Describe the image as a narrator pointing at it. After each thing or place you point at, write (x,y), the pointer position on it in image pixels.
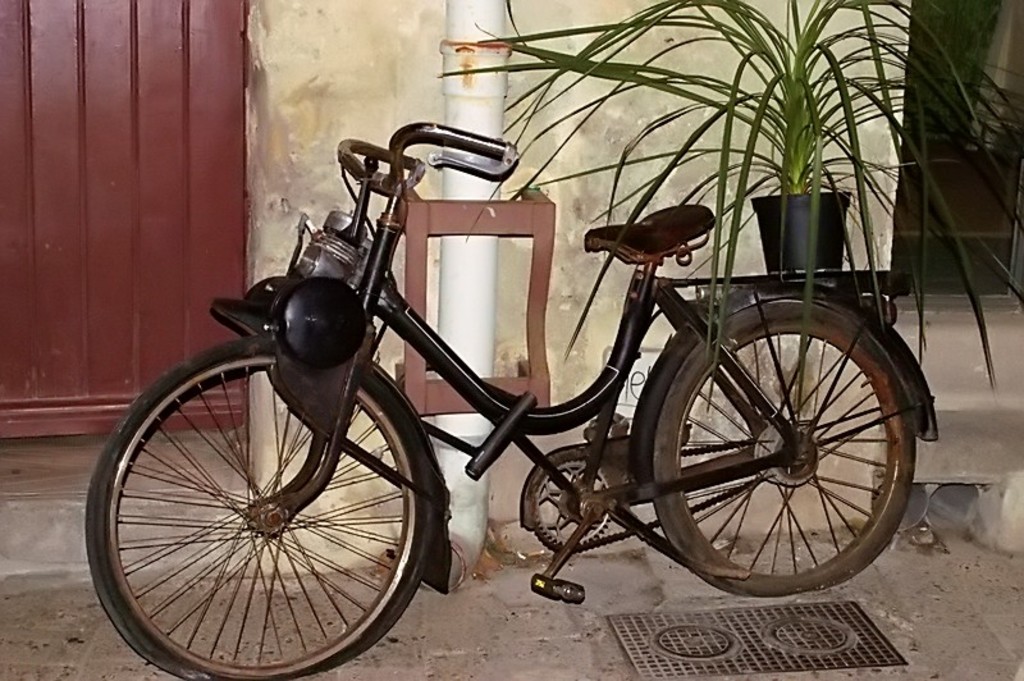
In the foreground of the image (722,538) we can see a bicycle (826,403) placed on the ground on which we can see a plant (803,84) in a pot (802,249) on it. In the background (961,192), we can see a building (660,152) with window (927,209), door (68,198). pipe (475,91) and a metal frame (504,228).
